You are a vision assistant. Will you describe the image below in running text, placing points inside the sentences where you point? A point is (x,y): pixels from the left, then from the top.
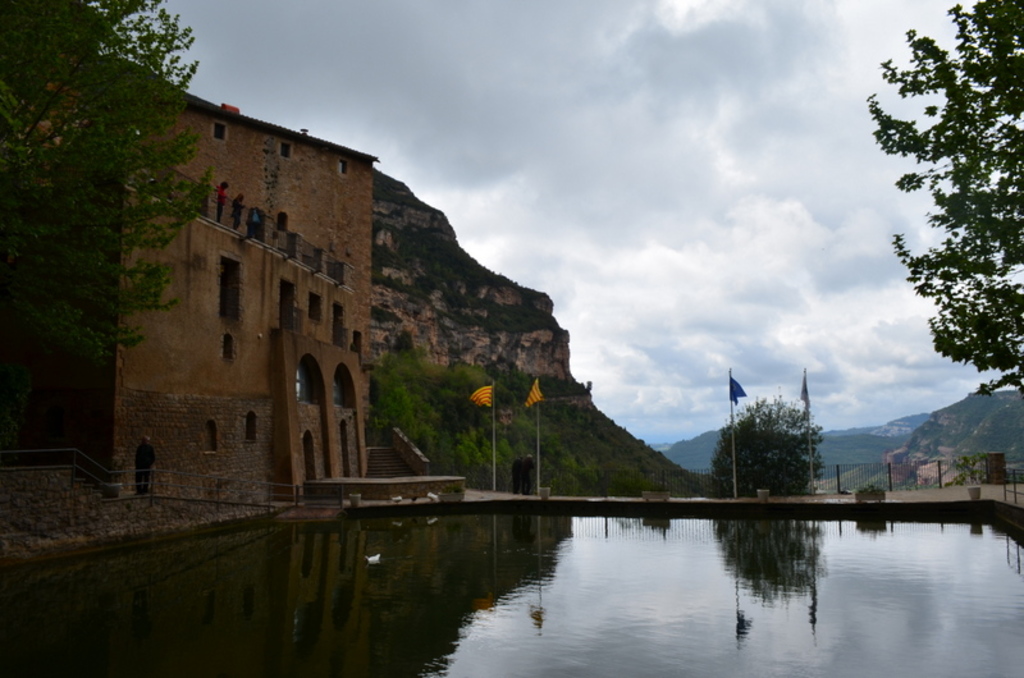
In this image in the middle (519,422), there are flags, trees (508,430), hills (447,424), building (251,340), poles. At the bottom (725,614) there are waves (566,632), water (582,633), duck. At the top (650,168) there are sky (682,179) and clouds (650,168).
